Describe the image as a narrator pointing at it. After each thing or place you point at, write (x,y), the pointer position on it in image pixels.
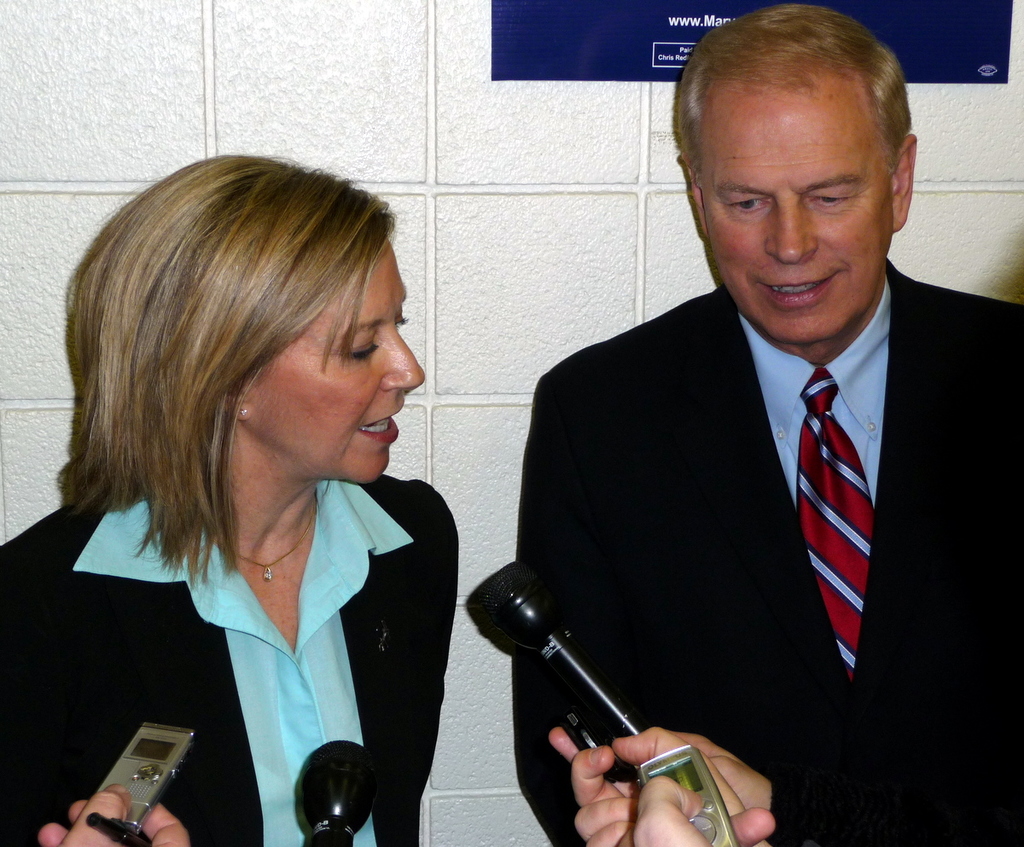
To the left corner of the image (264,581) there is a lady (416,606) with black jacket (399,674) and blue shirt (317,682) is standing and she is talking. In front of her to the bottom (535,635) there are few mics (579,675) and recorders (141,768) in the hands (72,813). And to the right side of the image (799,695) beside the lady (43,790) there is a man (650,530) with black jacket (680,503), blue shirt (852,390) and red and white lines tie (825,487) is standing. Behind them there is a white wall (519,206). And to the top of the image (989,26) to the right side (920,22) there is a blue poster (634,59).
